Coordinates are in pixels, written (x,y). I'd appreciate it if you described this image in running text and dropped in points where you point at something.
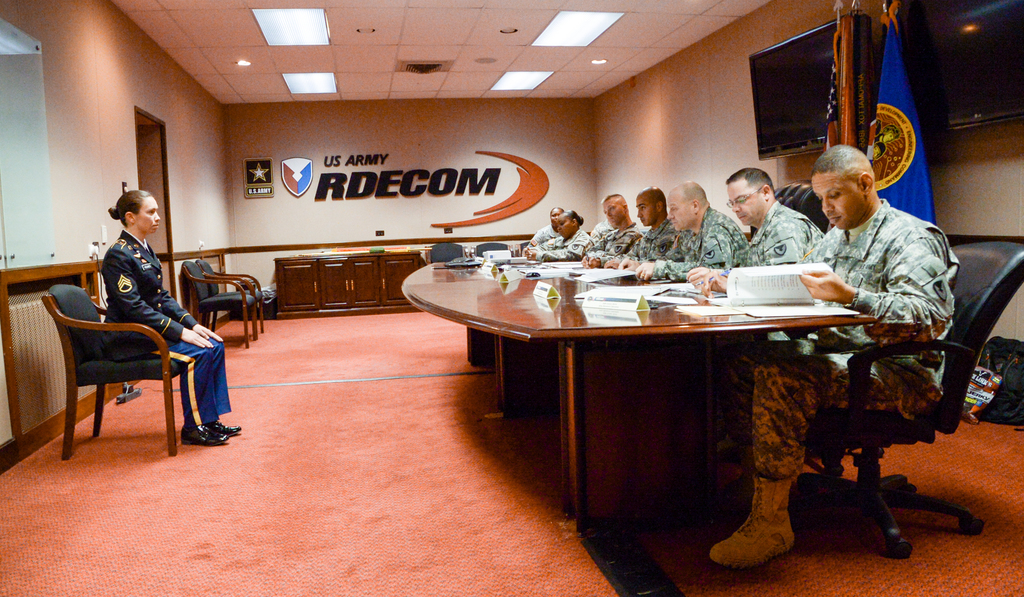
In this picture we can see few persons (745,259) sitting on chairs (992,262) in front of a table (574,305) and on the table (628,315) we can see boards (612,297), papers (777,280). Behind to these persons (704,287) we can see flags (869,76) and televisions (821,105). On the wall (552,155) we can see a board (266,163). This ceiling (388,76) and light (552,34). This is a floor (369,452). this is a cupboard (343,282). These are empty chairs (213,279).
